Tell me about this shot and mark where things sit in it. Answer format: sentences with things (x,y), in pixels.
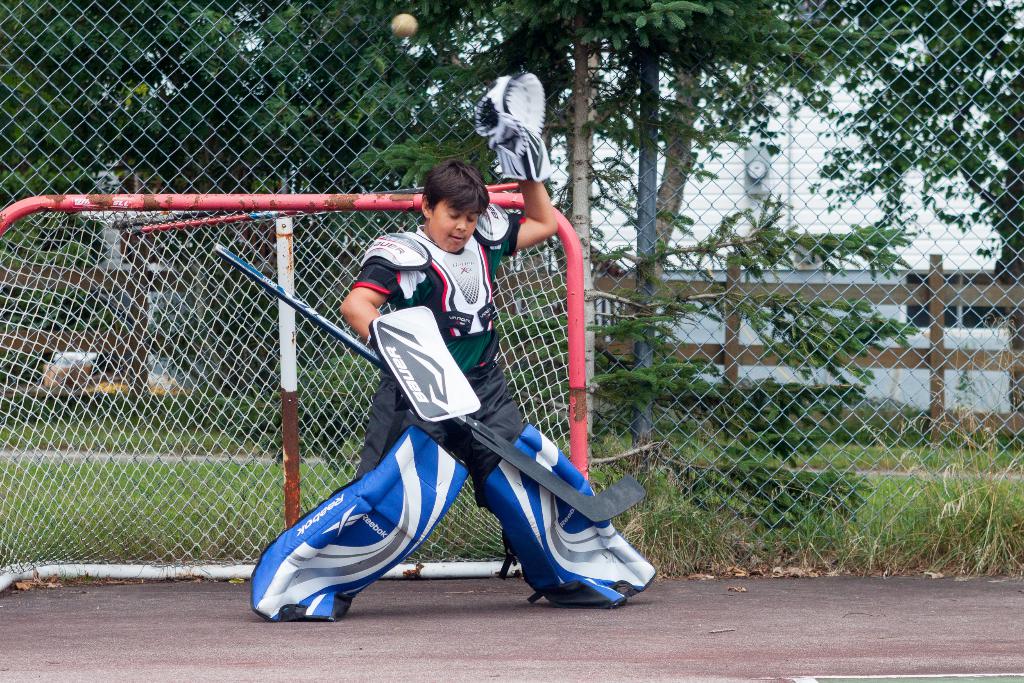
In this image we can see a person (388,449) standing and holding a hockey stick (561,480). There is a net (362,416) and we can see a mesh (493,184). At the top (408,31) there is a ball (401,19). In the background (136,108) there are trees (664,227). We can see a fence (731,336).
